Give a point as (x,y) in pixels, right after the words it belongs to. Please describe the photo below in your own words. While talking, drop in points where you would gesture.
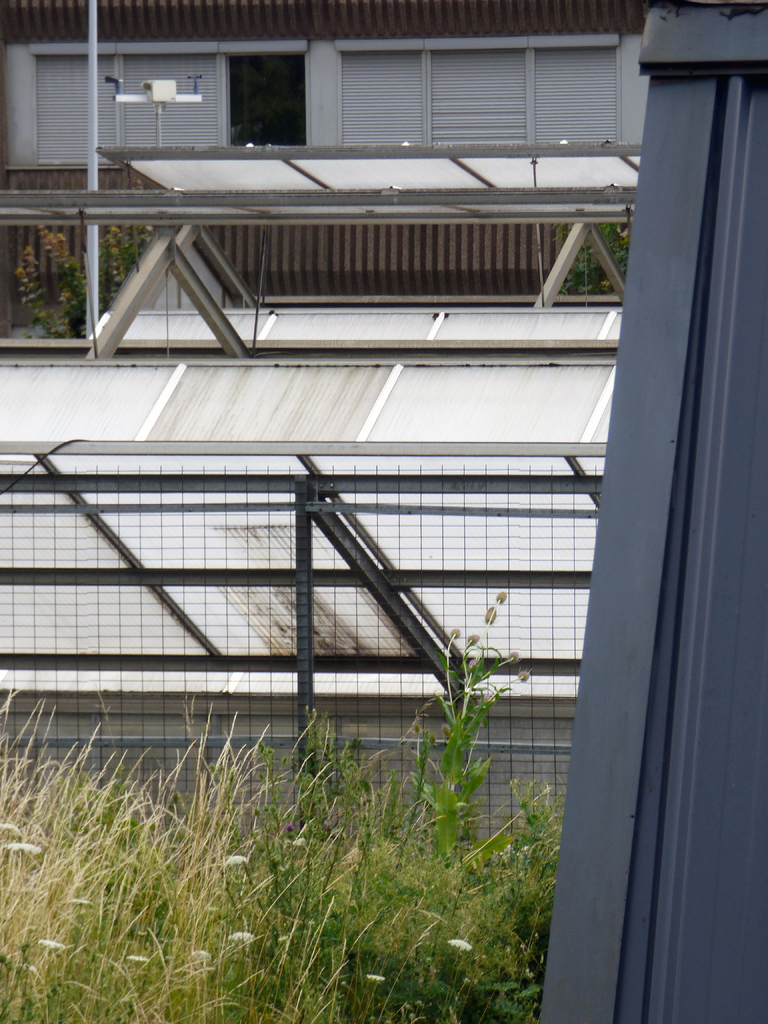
In this image in the front (325,770) there are plants (459,860) and there is an object (697,507). In the background (199,511) there is a fence (304,564) and there are plants (105,273) and there seems to be parts (404,253) of the buildings (411,207).
